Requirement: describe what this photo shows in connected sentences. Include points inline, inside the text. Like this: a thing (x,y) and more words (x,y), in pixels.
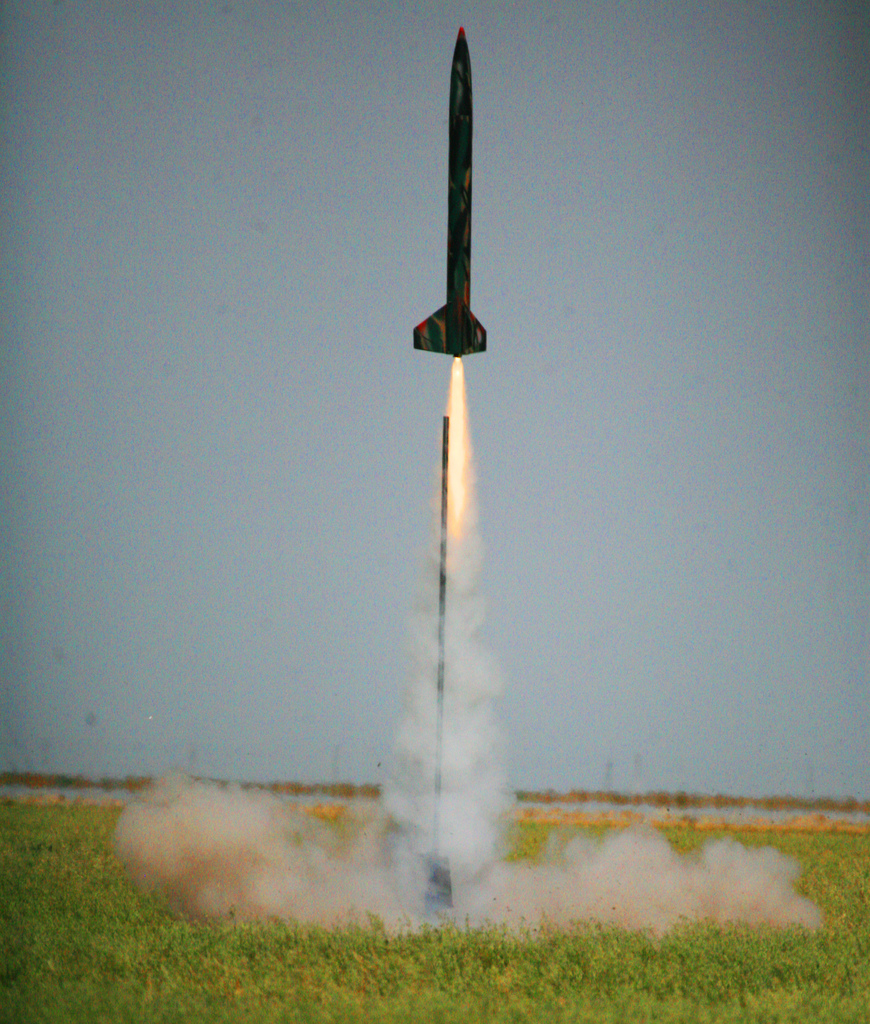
In this image there is a rocket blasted off into the sky (392,320).
